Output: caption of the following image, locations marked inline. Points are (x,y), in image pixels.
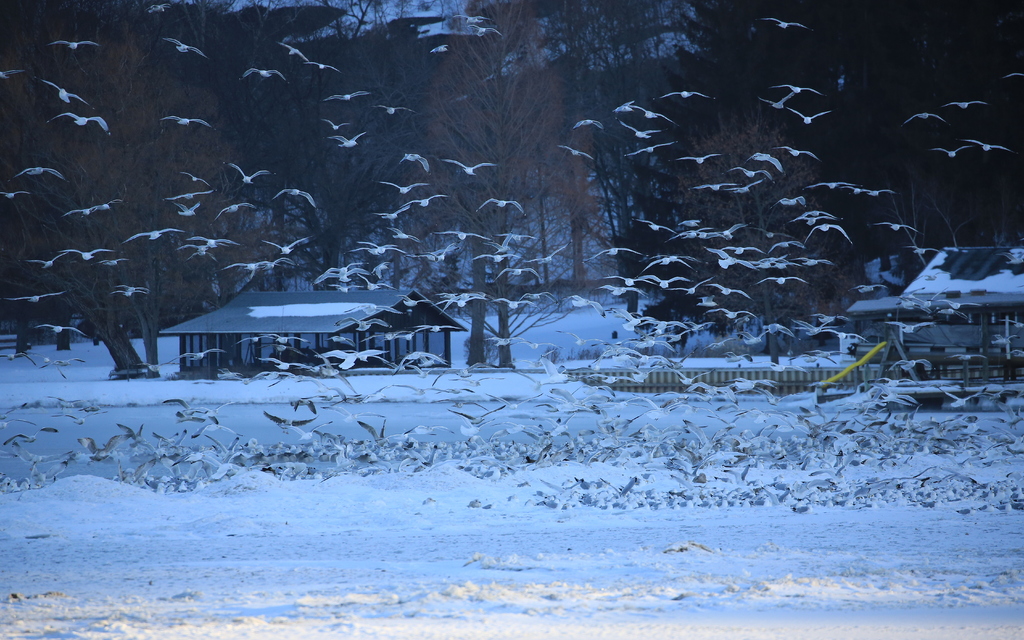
In this picture there is snow (237,391) around the area of the image and there are houses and trees (563,237) in the background area of the image (579,114), there are birds (882,392) at the top (399,163) and bottom side of the image (149,449).
